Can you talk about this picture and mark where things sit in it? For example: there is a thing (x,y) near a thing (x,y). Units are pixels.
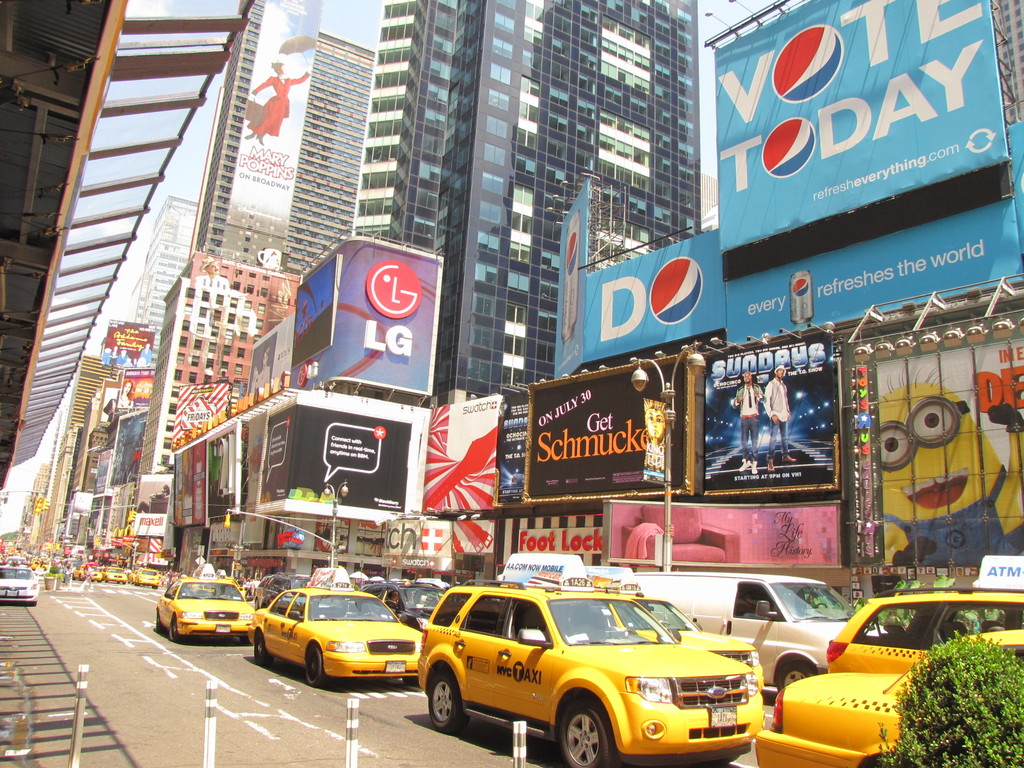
In this picture I can observe yellow color cabs (415,640) on the road (98,617). I can observe number of advertisements (580,405) on the walls (539,376) of buildings (297,286) and advertising stands (762,239). In the background (295,150) there are buildings (394,138) and sky (362,34).
